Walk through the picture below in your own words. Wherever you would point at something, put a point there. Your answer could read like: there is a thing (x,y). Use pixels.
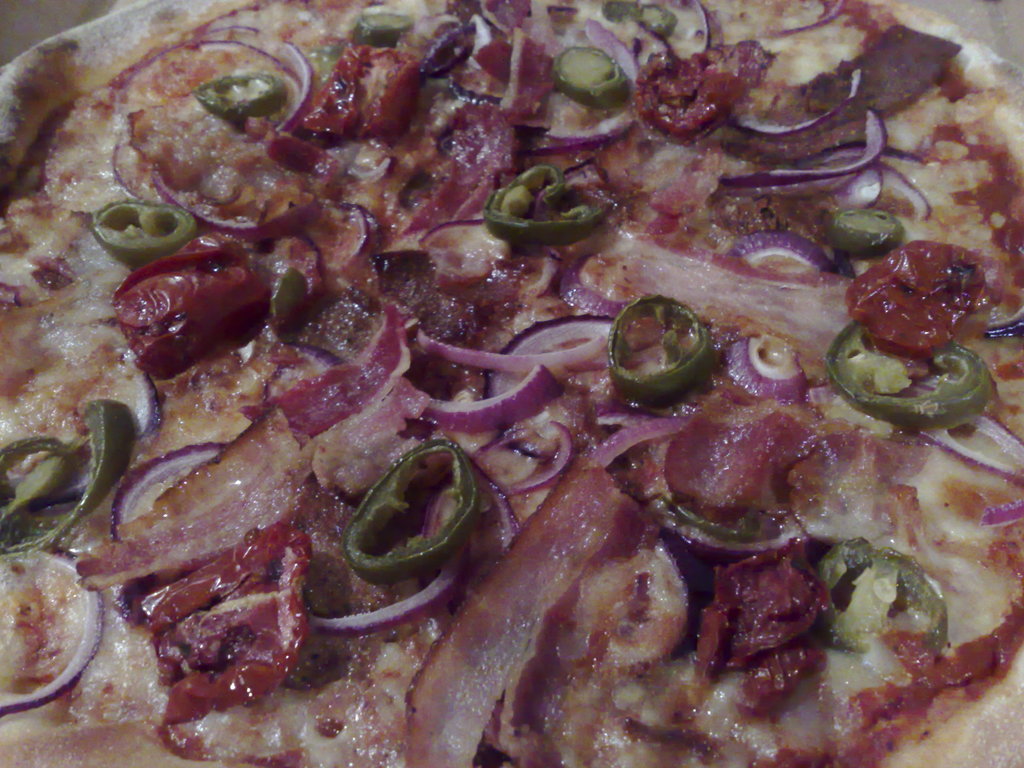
In this image we can see a food item (469,379), on that there are some onion (498,492), and green chili slices (501,202).
